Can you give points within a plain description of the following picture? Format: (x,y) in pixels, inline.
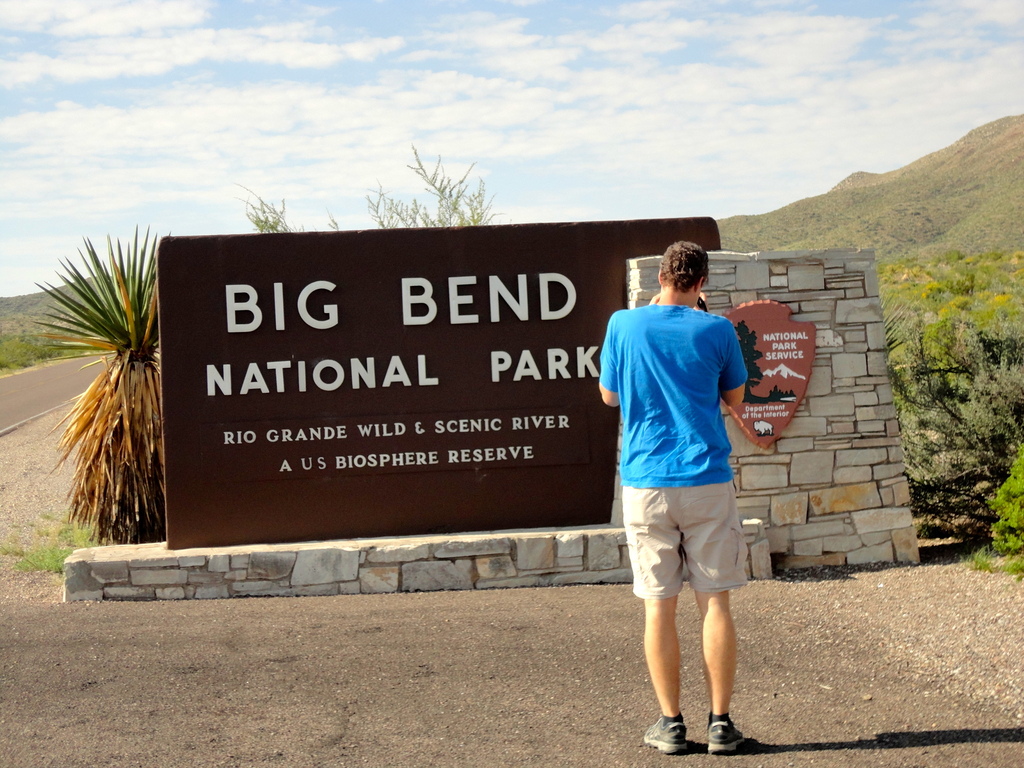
There is one man (684,506) standing and wearing a blue color t shirt (673,399) at the bottom of this image (672,650). We can see the text (231,325) on the wall (232,405) in the middle of this image (370,459). We can see trees (136,361) behind this wall (161,322). The sky (395,130) is at the top of this image (480,117).
